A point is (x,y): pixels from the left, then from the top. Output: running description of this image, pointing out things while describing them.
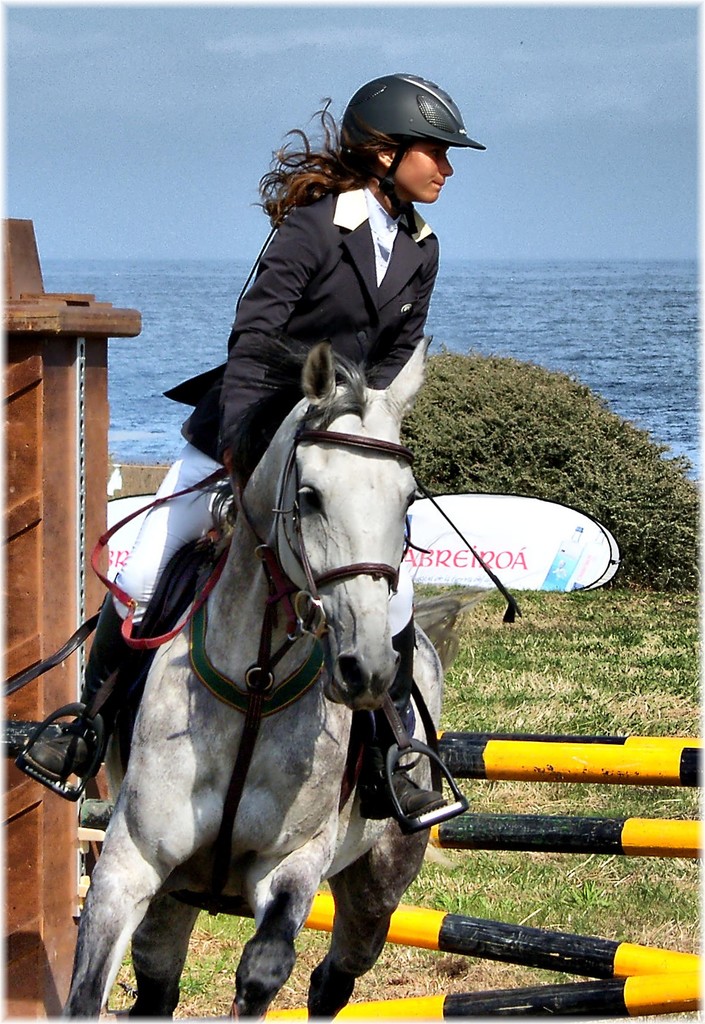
In this image in front (224,749) there is a person (301,213) sitting on the horse (291,773). Beside her there is a wooden box (29,426). Behind her there are metal rods (514,952). At the bottom (537,689) there is grass (595,646) on the surface (610,665). In the background (610,309) there are water (603,275) and sky (612,191).
